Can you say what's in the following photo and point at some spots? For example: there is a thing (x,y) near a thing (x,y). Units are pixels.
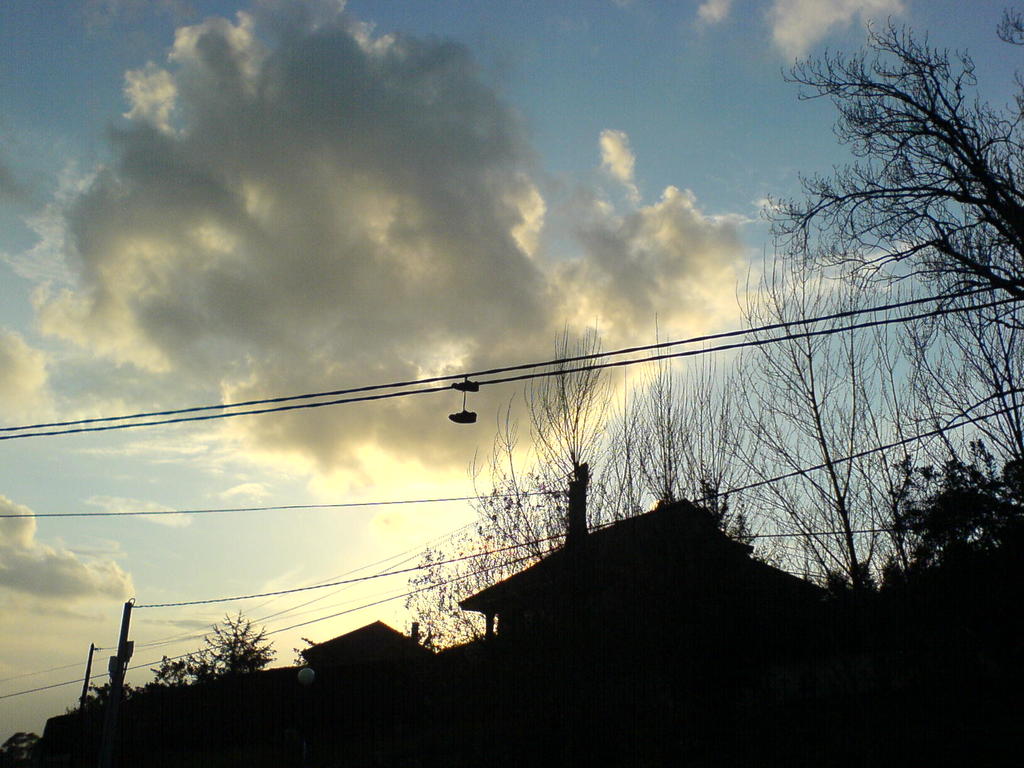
At the top of the image (330,26) there is sky (481,58), clouds (481,299). There are electric wires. In the center of the image (612,487) there are houses (553,605), trees (633,508).
